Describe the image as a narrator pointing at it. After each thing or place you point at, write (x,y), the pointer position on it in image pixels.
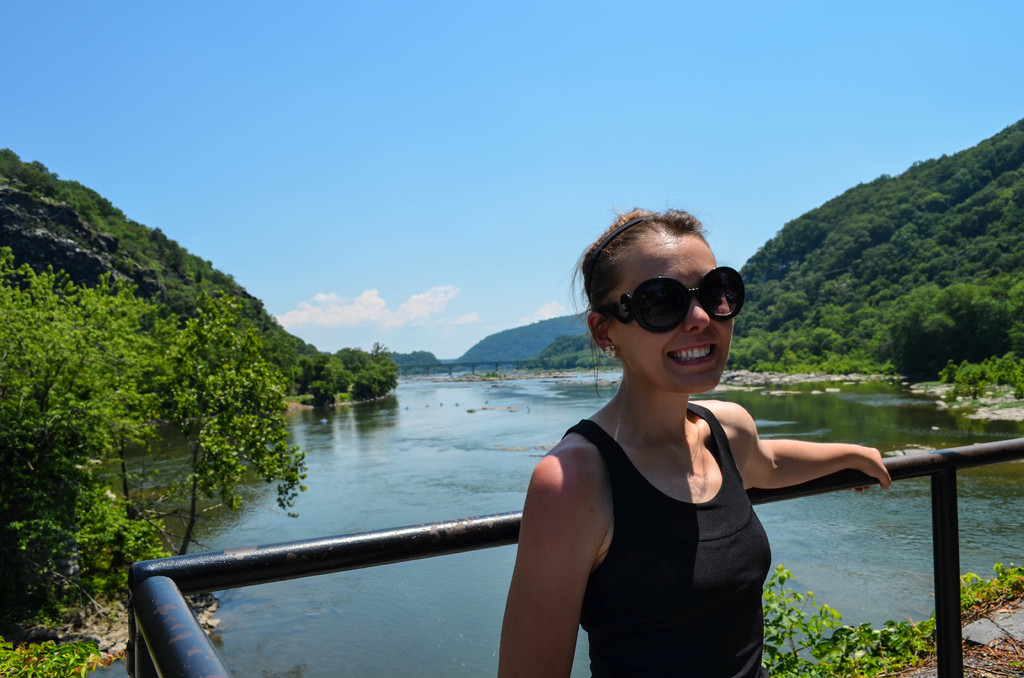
In this image, we can see some trees (386,369) and plants (884,633). There is a river (457,448) in between hills (851,197). There is a person (693,530) at the bottom of the image (692,546) holding a safety barrier (799,492) with her hand (856,458). There is a sky (486,80) at the top of the image (503,27).
